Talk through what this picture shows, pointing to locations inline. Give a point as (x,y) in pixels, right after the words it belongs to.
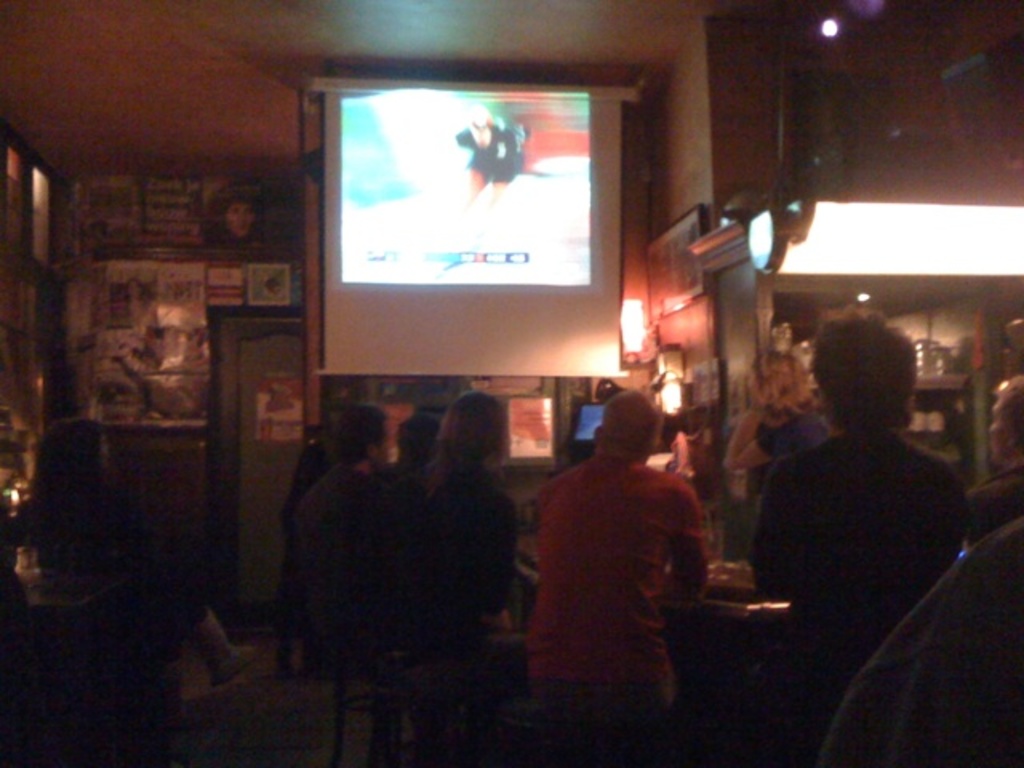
People (440,646) are sitting on stools (432,672). This is screen (571,221). Here we can see light (925,225). Posters (199,300) and board (187,215) is on the wall (252,259). In this rack (949,369) there are objects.
